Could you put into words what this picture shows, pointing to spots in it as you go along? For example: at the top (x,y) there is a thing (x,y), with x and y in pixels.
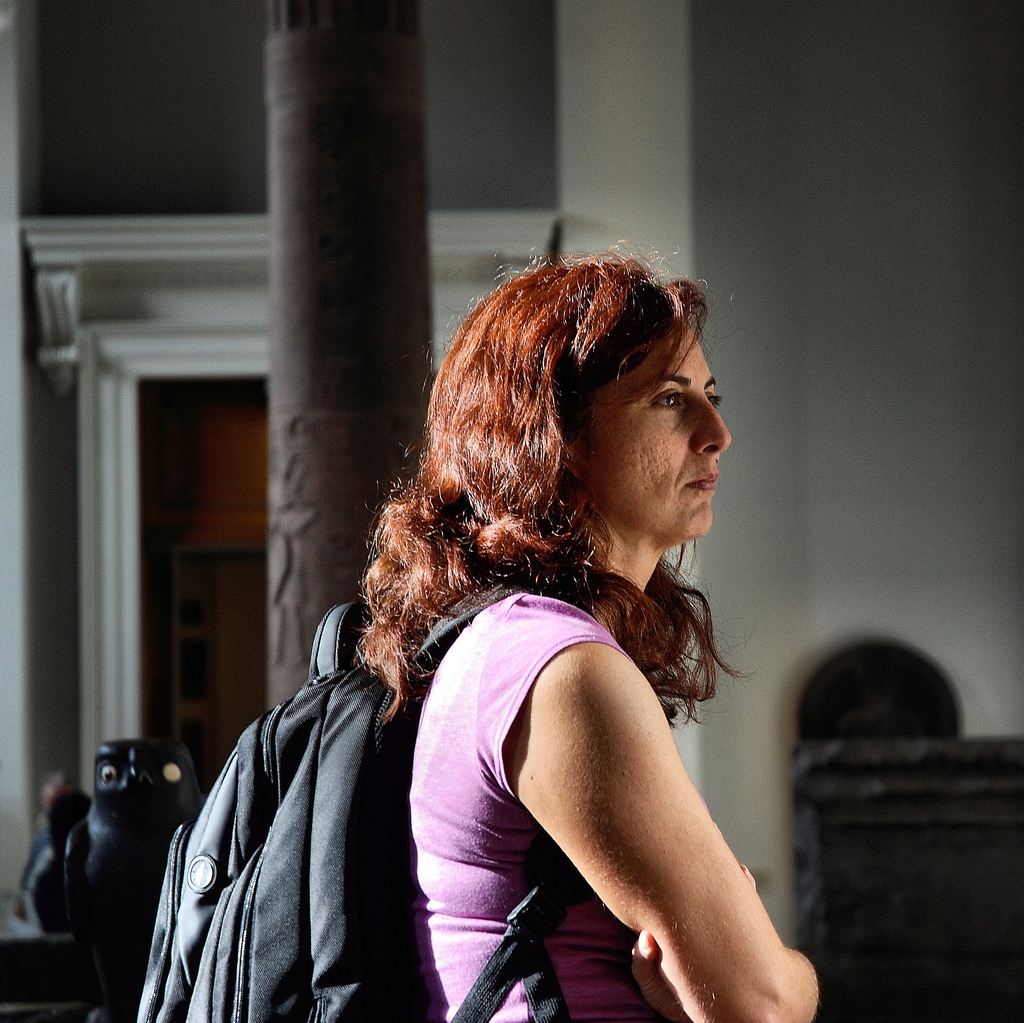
In the image there is a woman (500,656) in pink t-shirt (436,806) wearing a black bag (341,699), she is having red color hair (560,478) and behind her there is a pillar (400,427) followed by a door (193,399) in the back (217,637).
